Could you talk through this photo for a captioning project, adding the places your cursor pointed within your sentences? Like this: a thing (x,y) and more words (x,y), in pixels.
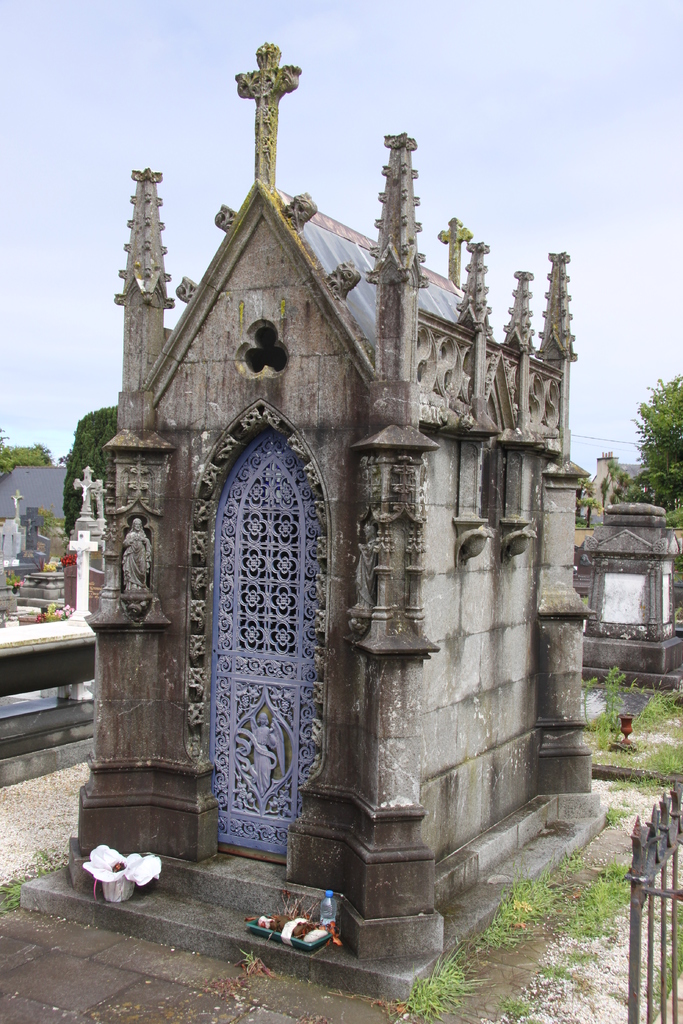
In this picture I can see a building (324,437) in front (175,718) and on the steps (184,893) I can see a bottle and 2 other things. In the background (54,693) I can see the tombstones (633,614), grass (680,755), few trees (667,437) and the sky (388,126). On the right bottom of this picture (638,889) I can see the railing (636,910).
